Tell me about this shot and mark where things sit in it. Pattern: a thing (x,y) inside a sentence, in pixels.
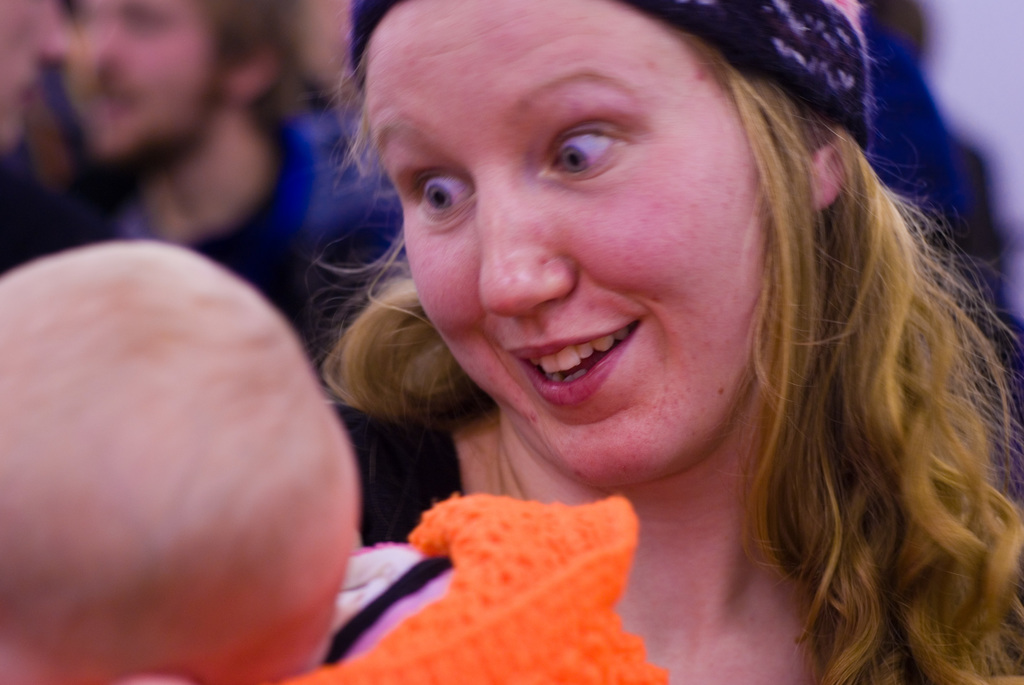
In the center of the image (466,314) a lady (536,362) is holding a baby (125,584) and wearing headband (844,17). In the background of the image (214,12) we can see some persons (214,12).
